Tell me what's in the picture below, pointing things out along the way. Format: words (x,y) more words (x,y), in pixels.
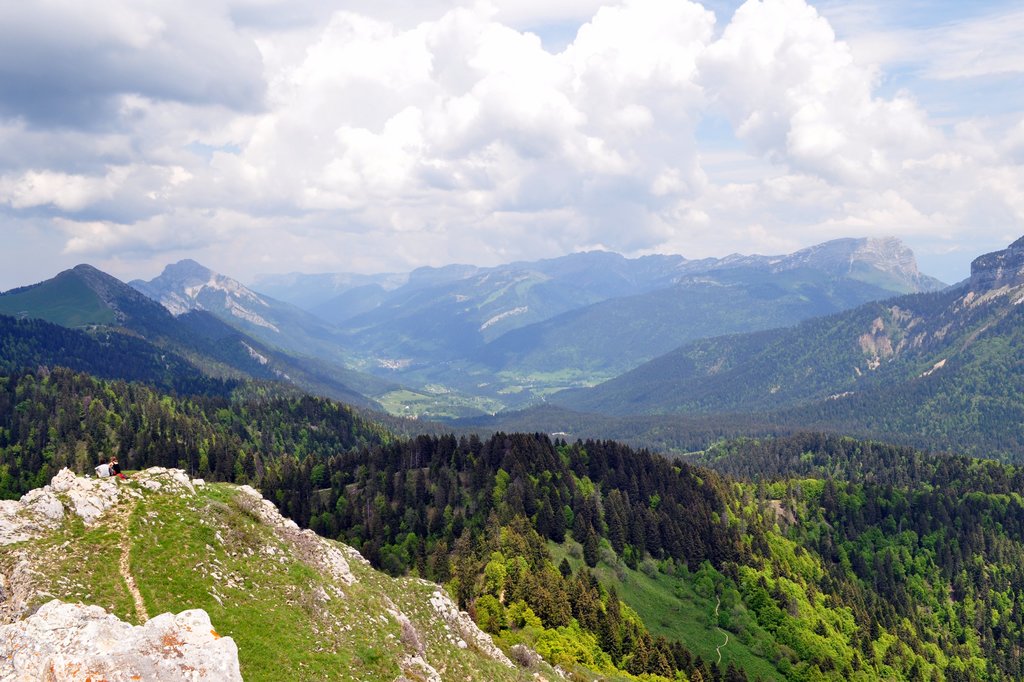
This image is taken outdoors. At the top of the image (134,168) there is the sky (702,171) with clouds (547,61). In the background (429,342) there are many hills (561,360). In the middle of the image (380,446) there are many trees (766,593) and plants (788,544) with leaves (707,521), stems (437,484) and branches (206,426). There is a ground (702,641) with grass (696,636) on it. There are few rocks (172,622).
